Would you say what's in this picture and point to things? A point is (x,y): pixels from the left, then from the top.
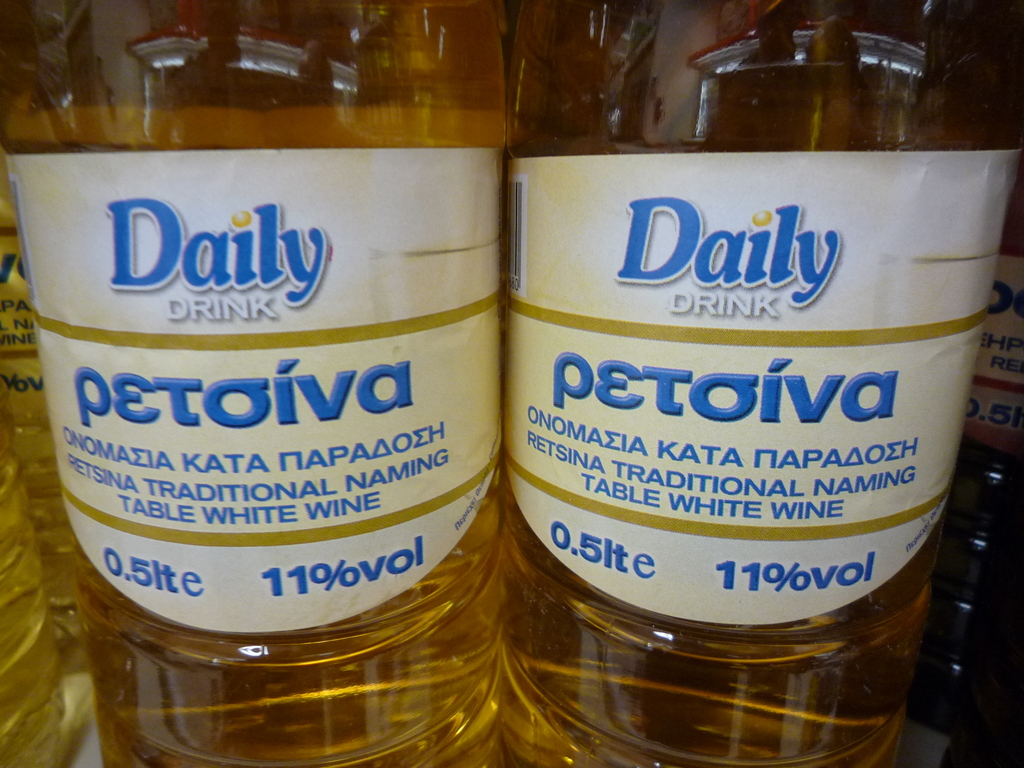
This is the picture of a two bottle (458,106) on the bottle (497,94) there is liquid (636,84). On top of the bottle (450,94) there is a sticker (477,376) covered on the bottle (765,112) and written as daily drink.
